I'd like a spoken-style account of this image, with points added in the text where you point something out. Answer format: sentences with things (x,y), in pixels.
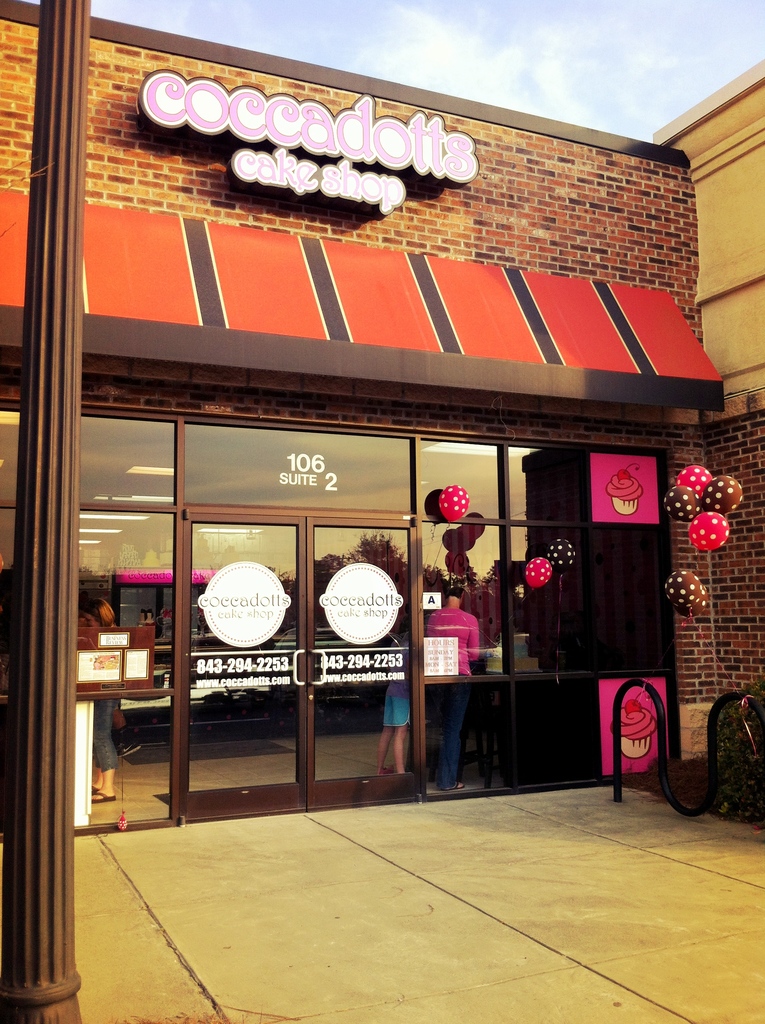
In this image I can see a building (541,429), at the top of building (685,179) there is text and there is entrance gate (346,554) visible in the middle (384,552) there are colorful balloons (722,488) attached to the glass door (299,567) and there is a pole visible on the left side (76,577), on the glass door (230,570) I can see the sky (269,457), vehicles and persons (459,632), trees (368,557) visible.
